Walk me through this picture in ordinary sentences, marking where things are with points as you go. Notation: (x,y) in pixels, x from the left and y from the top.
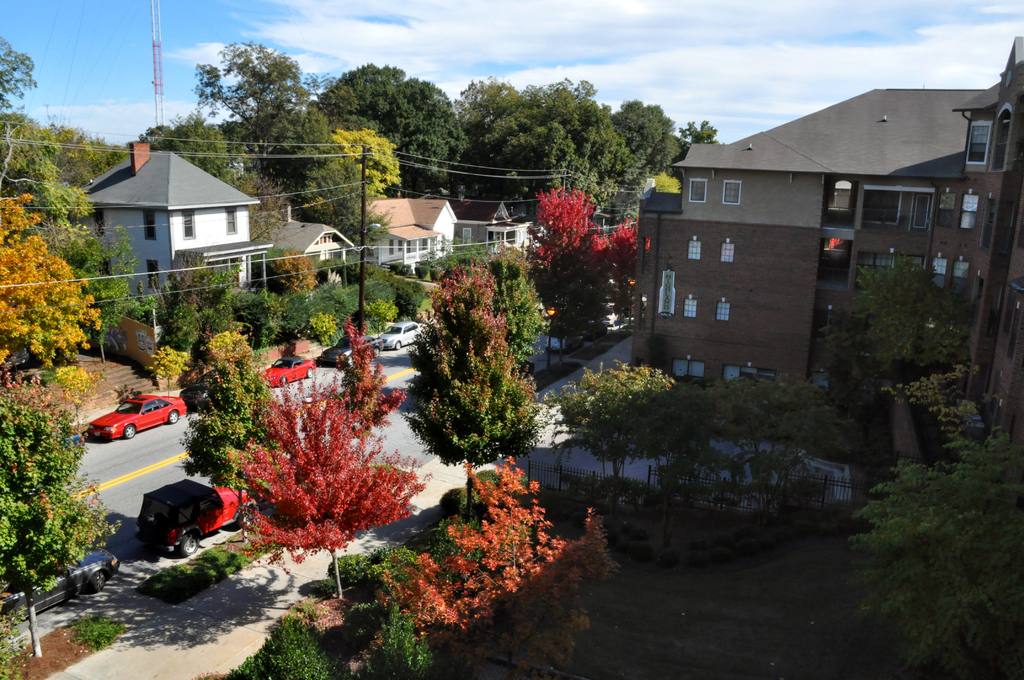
In this image, we can see buildings (879,207), trees (447,580), poles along with wires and there are vehicles (143,506) on the road (398,355). At the top (658,43), there are clouds (491,37) in the sky (357,38).
